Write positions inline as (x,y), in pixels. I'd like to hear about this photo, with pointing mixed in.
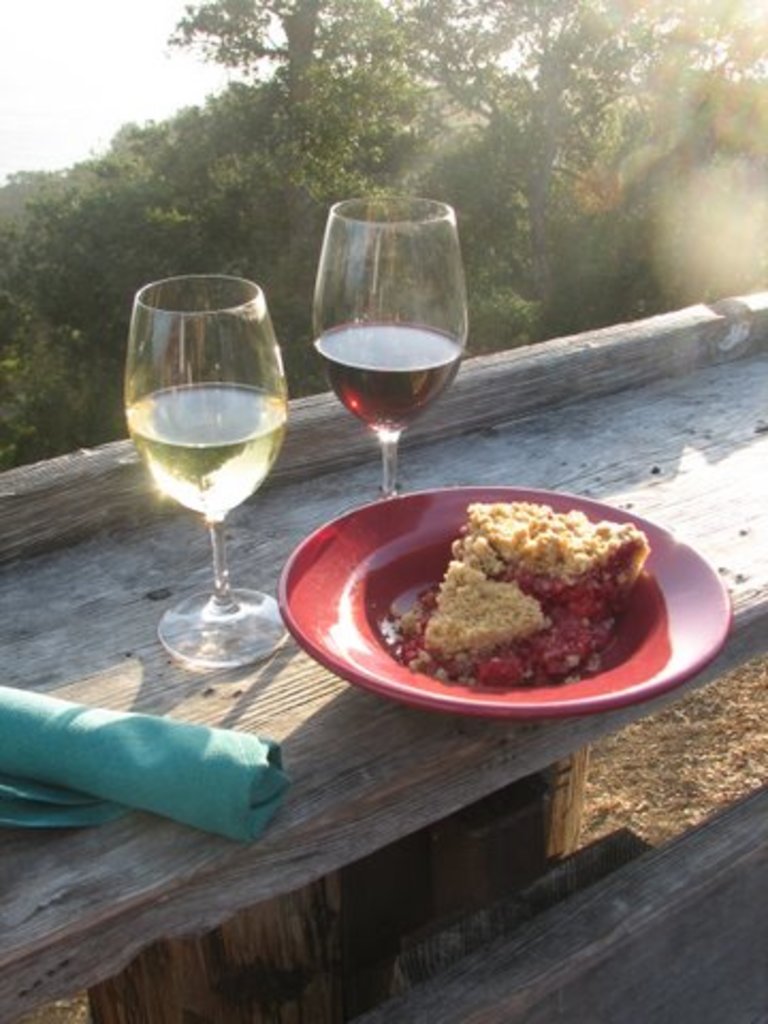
In the center of the image (293,603) there is a plate (349,619) containing food (489,590), wine glasses (173,412) and a napkin (249,750) placed on the bench (321,694). In the background (137,88) there are trees (239,119) and sky (127,110).
